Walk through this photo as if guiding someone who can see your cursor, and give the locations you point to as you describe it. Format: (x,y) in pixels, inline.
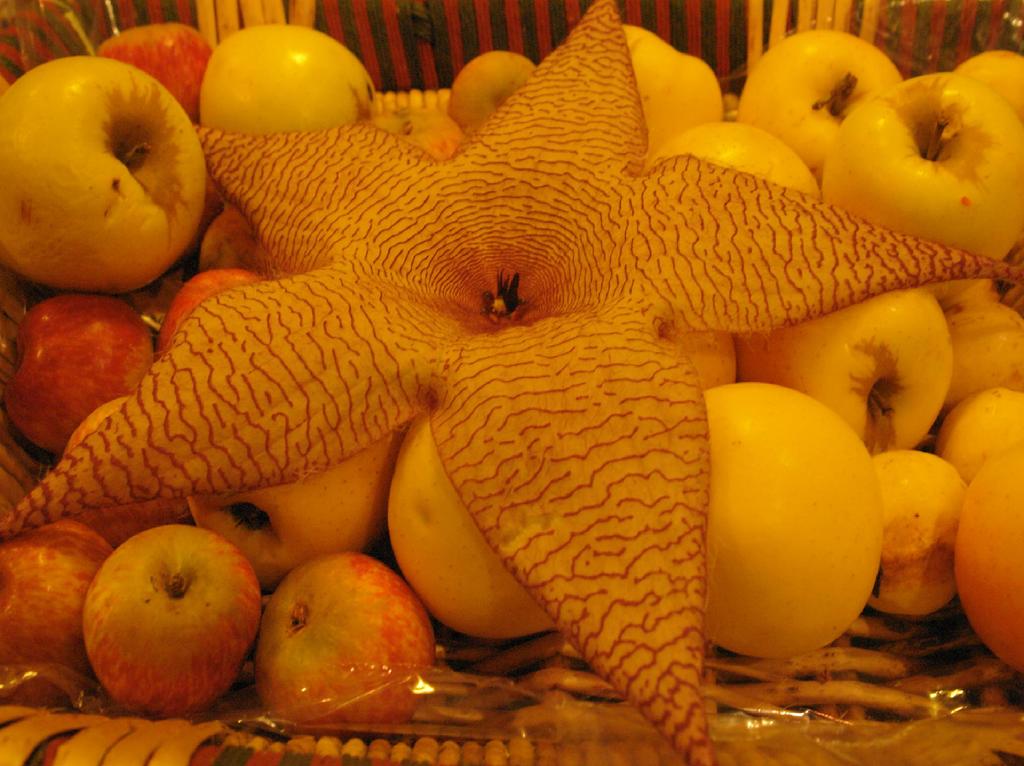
In the middle of the image (345,311) there are many apples (793,405) and a flower (497,276) in the basket (828,654).
